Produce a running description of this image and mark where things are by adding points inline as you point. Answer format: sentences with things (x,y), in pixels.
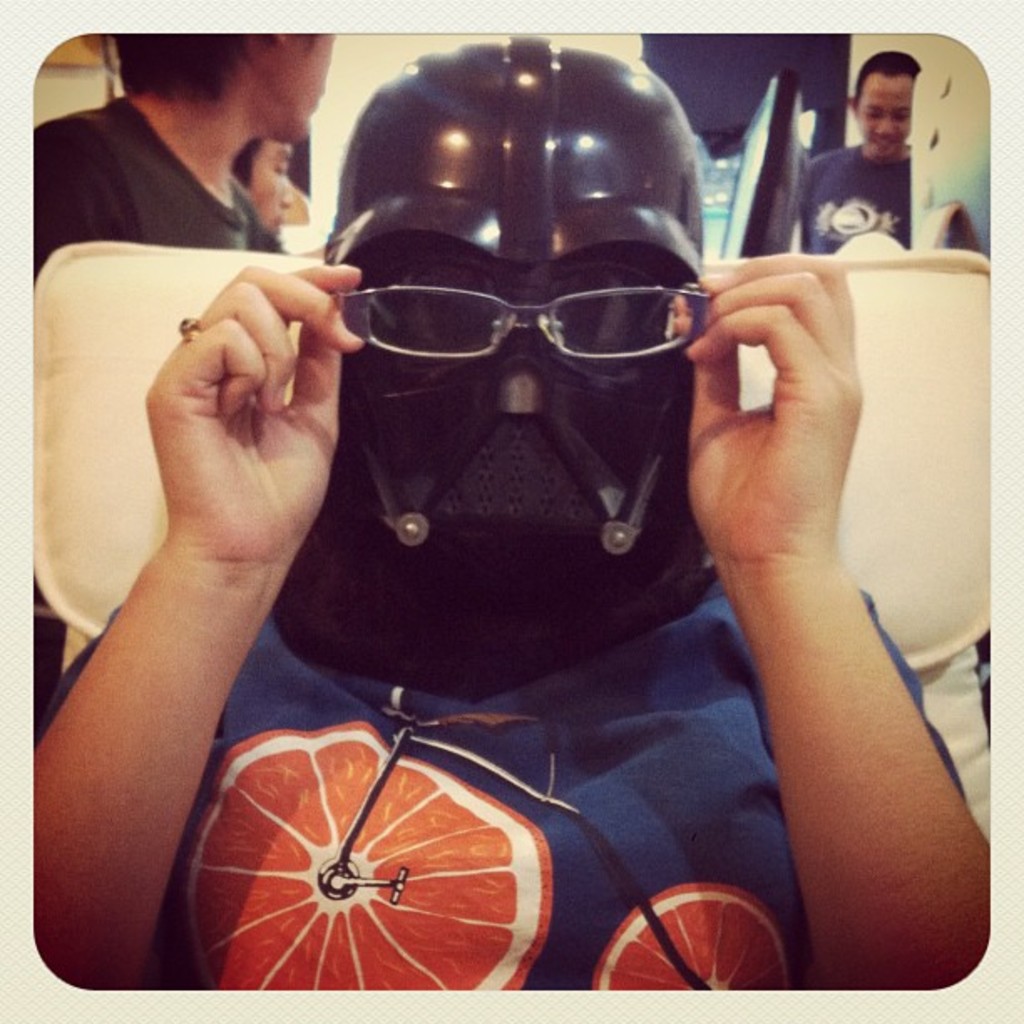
In the picture I can see people (406,860) among them the person (419,528) in the front (446,798) is wearing a helmet (465,493) and holding spectacles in hands (782,504). In the background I can see some other objects (128,578).
